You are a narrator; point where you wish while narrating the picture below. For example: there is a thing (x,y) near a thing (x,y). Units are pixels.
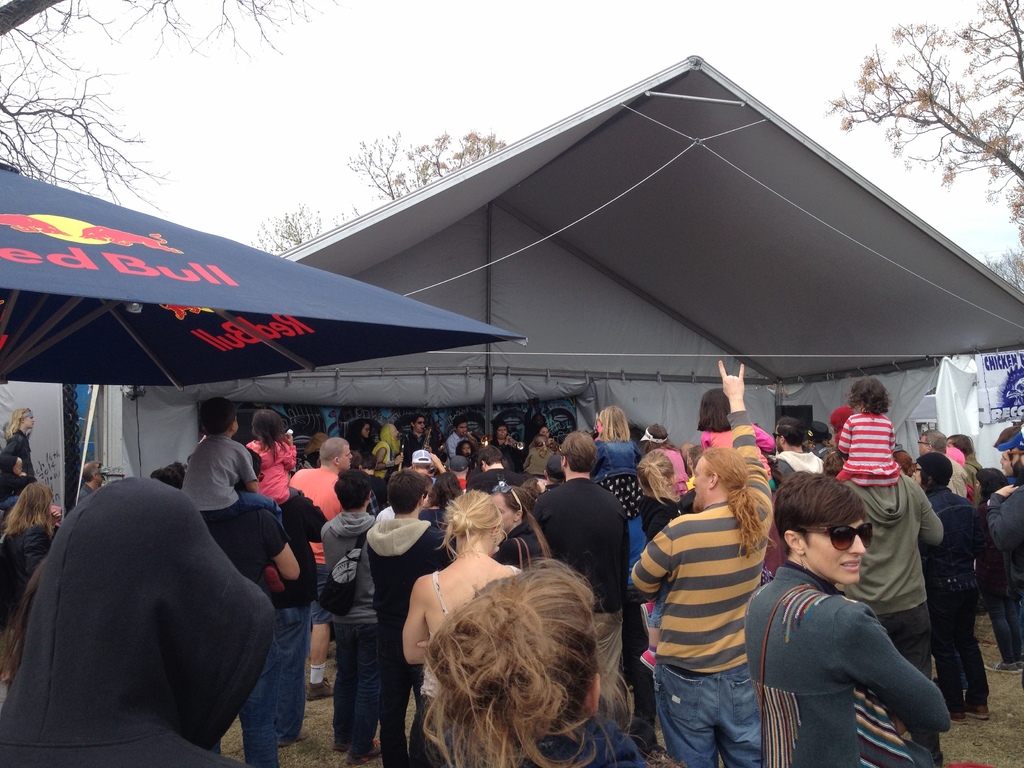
On the left side (70,250), there is a tent (162,255). Under this tent (181,260), there are persons (212,446) on the ground (235,750). On the right side (748,284), there is a white color tent (680,167), under this tent (384,377) there are persons (598,456) standing. In the background (399,132), there are trees (1010,124) and there are clouds (449,97) in the sky (617,89).
